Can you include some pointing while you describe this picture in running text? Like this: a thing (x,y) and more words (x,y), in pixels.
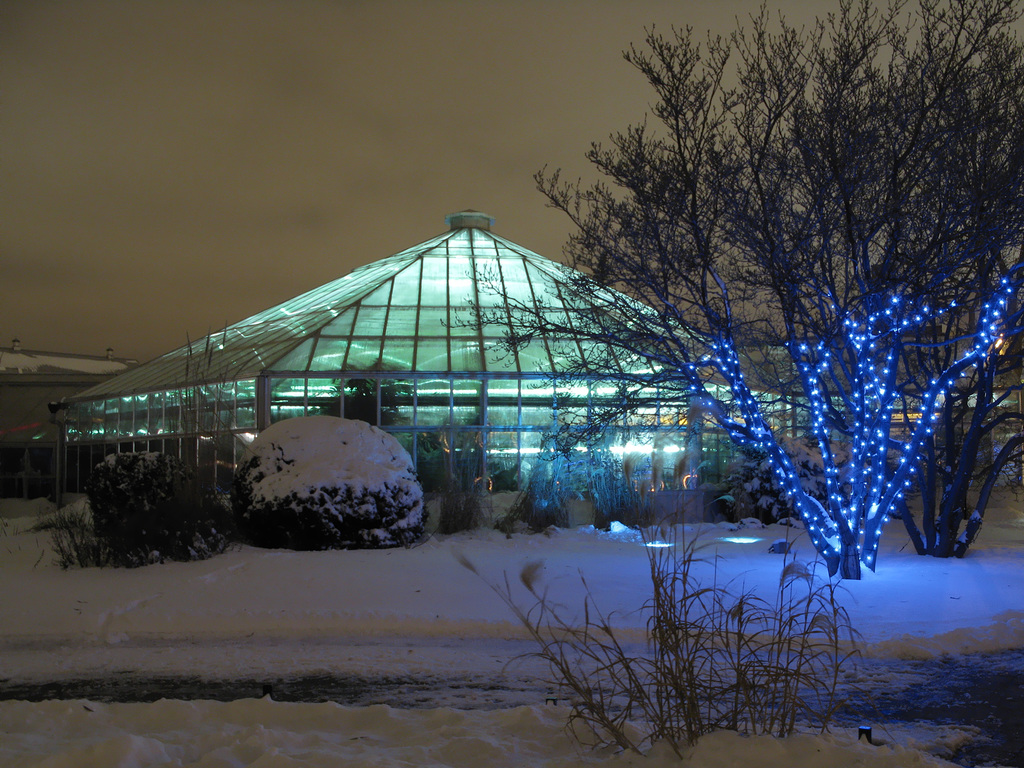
In front of the image there are plants (592,638), bushes (265,525) and trees (822,362) decorated with lights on the snow surface (324,572), behind that there is a glass building (340,388) with metal rods (379,417), behind that there are other buildings (93,379).
